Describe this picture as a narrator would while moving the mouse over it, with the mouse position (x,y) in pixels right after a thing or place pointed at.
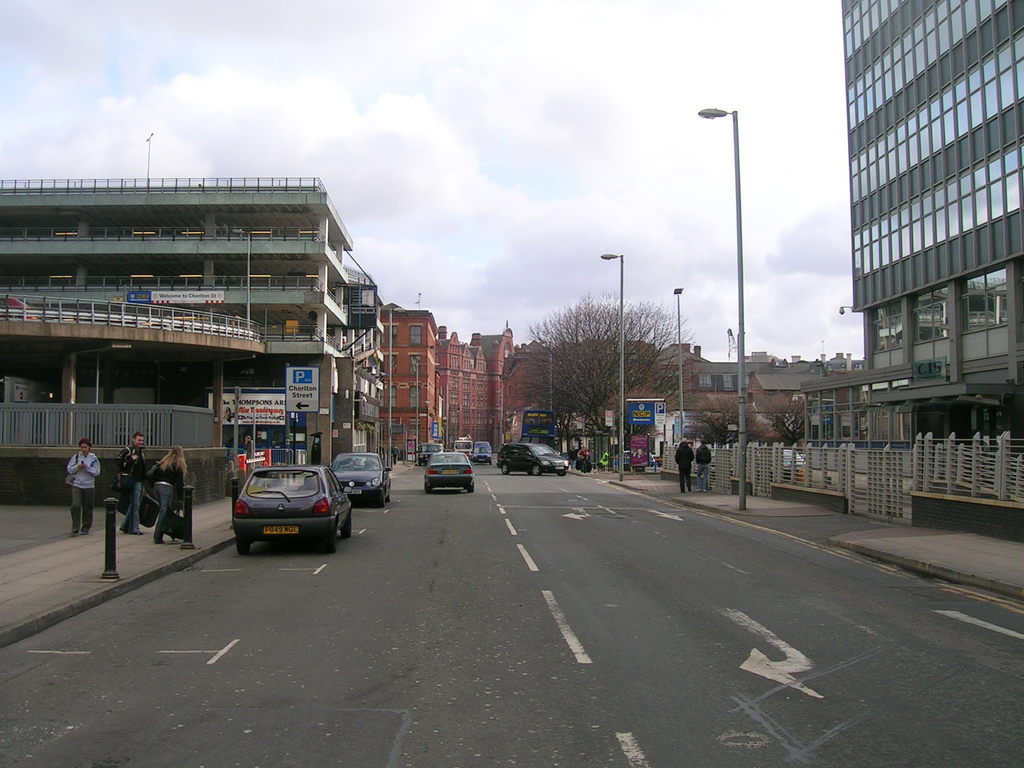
These are the cars (433,453) on the road (456,495). I can see the street lights (619,255). This is a tree (585,374). These are the buildings (419,317). I can see few people (76,474) walking. This is a signboard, which is attached to a pole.
